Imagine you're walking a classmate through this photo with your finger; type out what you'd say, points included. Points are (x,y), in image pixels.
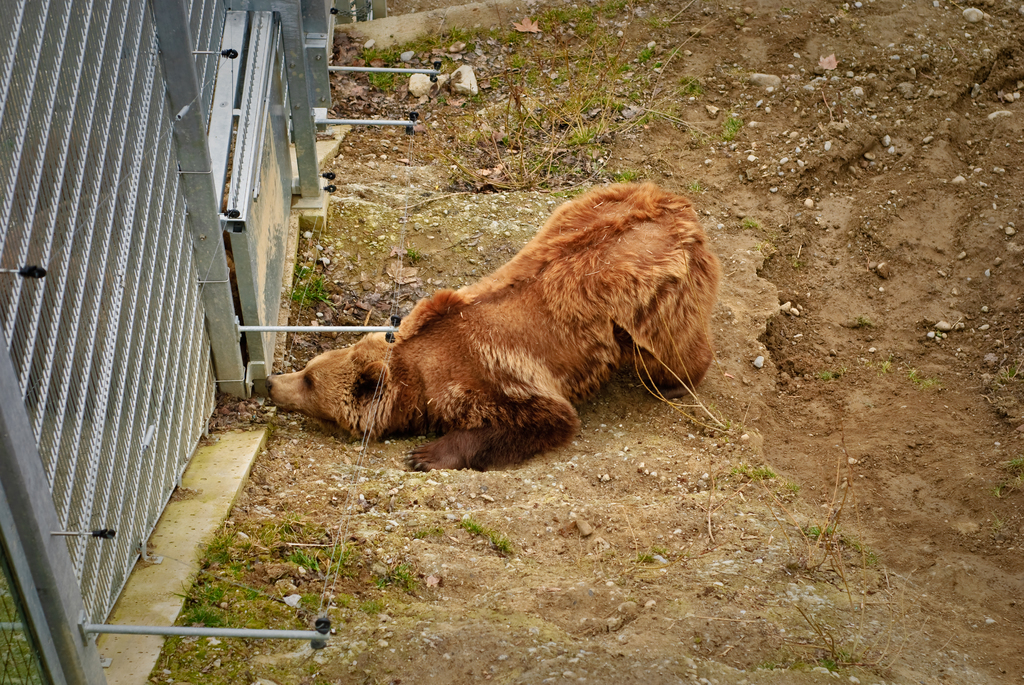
Here we can see an animal (498,322). This is mesh (45,323).
